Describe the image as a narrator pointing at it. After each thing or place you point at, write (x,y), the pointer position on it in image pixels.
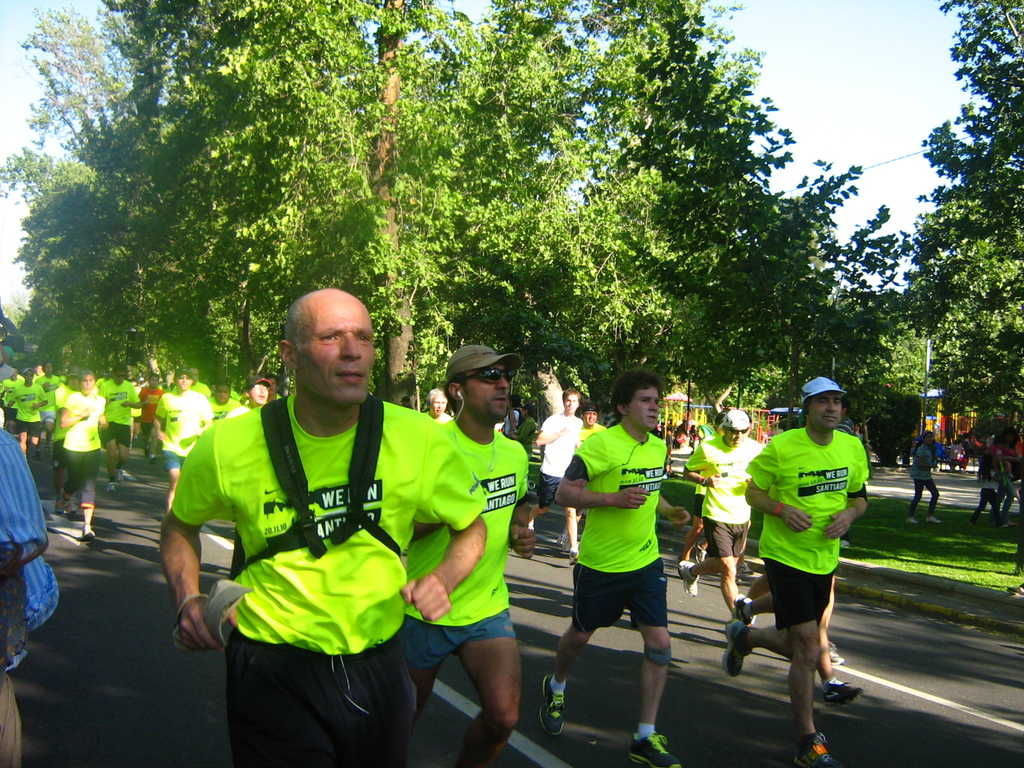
In the background (843,139) we can see sky (10,43) and it seems like a sunny day. We can see trees (651,261). We can see people (397,754) wearing t-shirts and running on the road (762,655).
